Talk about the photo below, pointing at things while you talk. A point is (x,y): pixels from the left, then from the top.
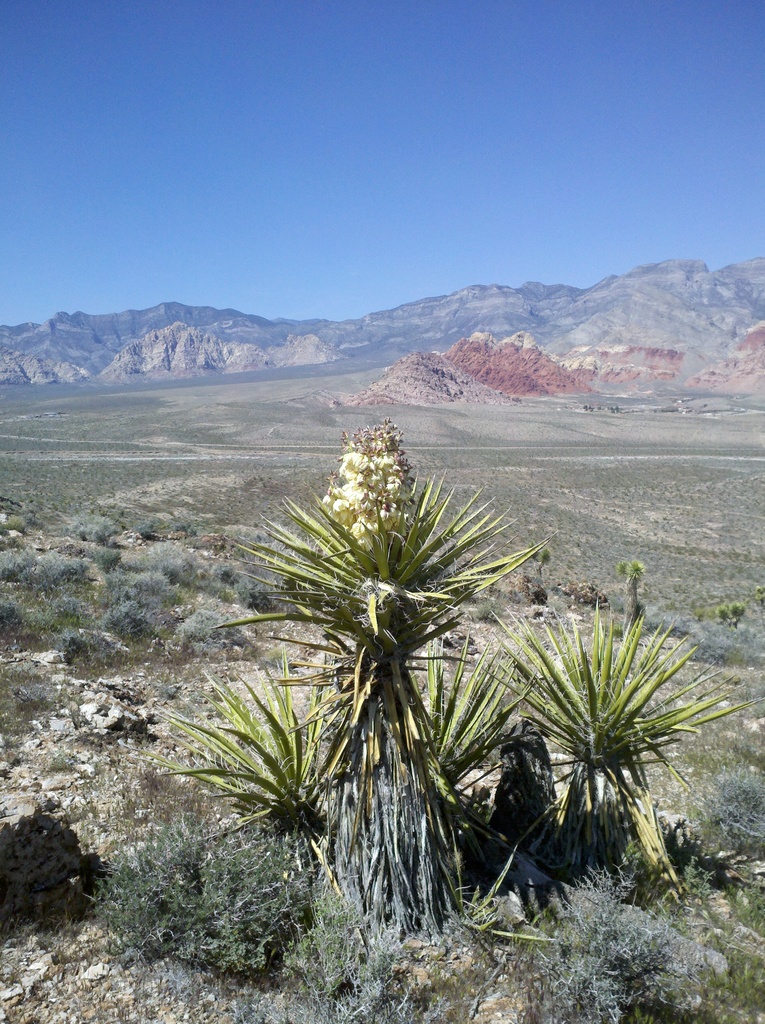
This is the picture of a mountain (471,388). In the foreground (432,915) there are plants (651,999). At the back (380,385) there are mountains (695,367). At the top (427,103) there is sky (427,103).
